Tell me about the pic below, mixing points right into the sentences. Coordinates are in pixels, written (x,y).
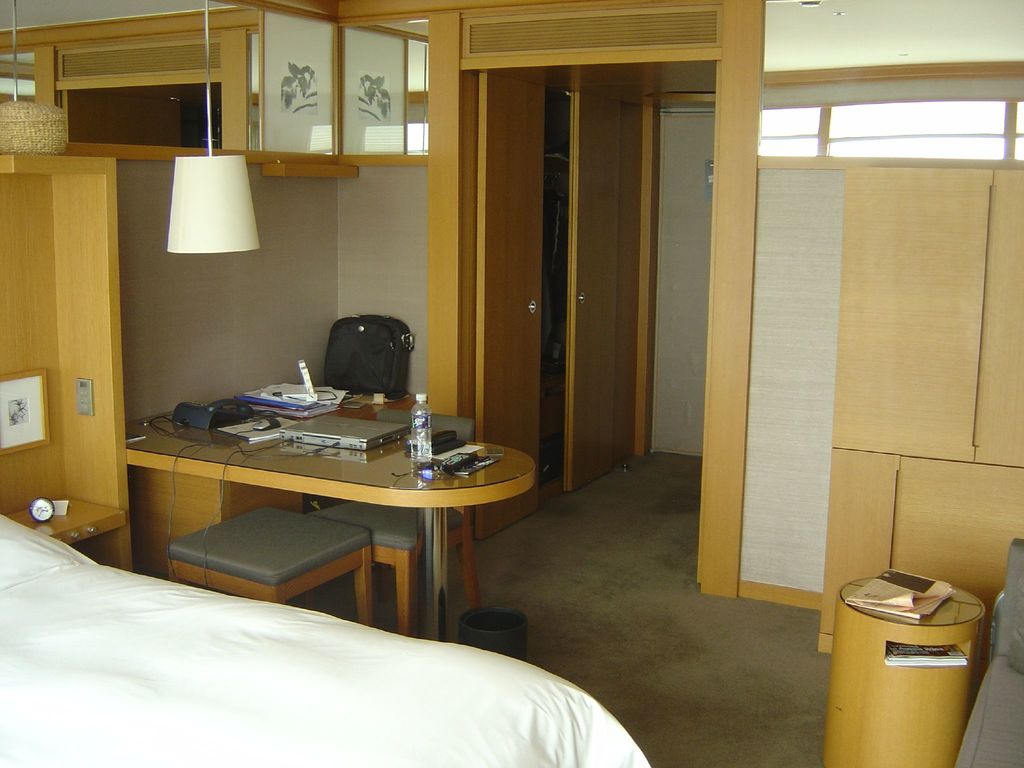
In the bottom left of the image (67,602) there is a bed (12,695). Beside the bed (381,657) there is a table (85,521) with clock (39,500) and some other item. And also there is a frame (4,433) on the wall (65,465). There is a table (332,461) with a laptop (379,424), bottle (422,422), telephone (214,404) and some other items (252,404). Above the table (211,445) there are lamps (243,168) hanging. Below the table (201,435) there are wooden stools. There are cupboards (584,266) with doors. On the right side of the image (880,725) there is a wooden box (839,683) with papers (900,611). Behind that there is a wall (769,245) with doors (842,538). There is a black color object (498,614) on the floor (551,607).
